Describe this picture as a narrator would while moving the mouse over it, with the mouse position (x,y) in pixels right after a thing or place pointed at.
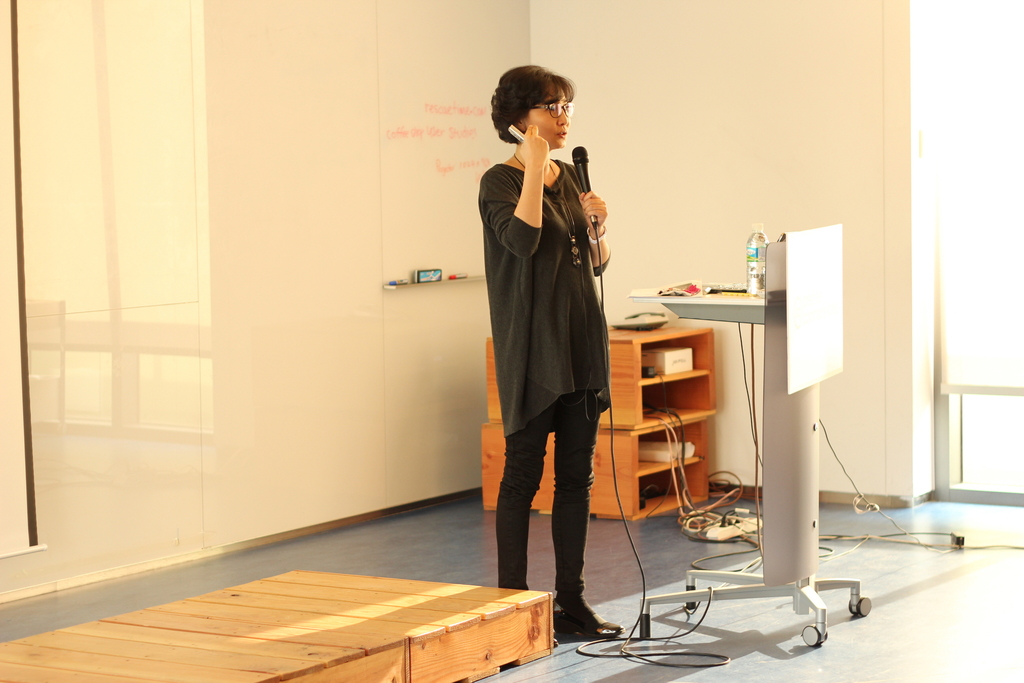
In this image I can see a woman (491,312) is standing and I can see she is holding a mic (579,151). I can see she is wearing black dress (532,361) and specs (551,115). I can also see a water bottle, few wires (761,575) and few other stuffs (678,388) in background (712,410). Over there I can see something is written.
